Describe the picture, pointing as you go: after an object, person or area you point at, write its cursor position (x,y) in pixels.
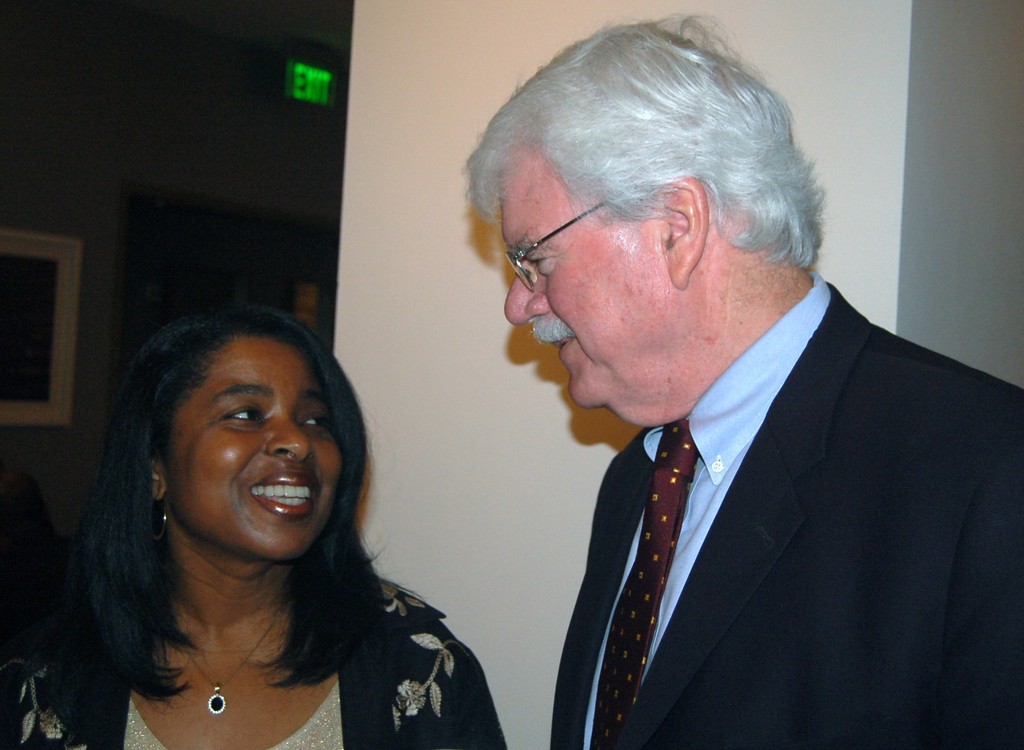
The man (654,459) in blue shirt (715,497) and black blazer (595,510) who is wearing spectacles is standing beside the woman (307,611) who is wearing black dress (379,658). Both of them are smiling. Behind them, we see a white pillar (385,338). Beside that, we see a photo frame (61,309) which is placed on the wall (104,311). At the top of the picture (318,81), we see an exit board (314,98). In the background (190,150), it is black in color.
